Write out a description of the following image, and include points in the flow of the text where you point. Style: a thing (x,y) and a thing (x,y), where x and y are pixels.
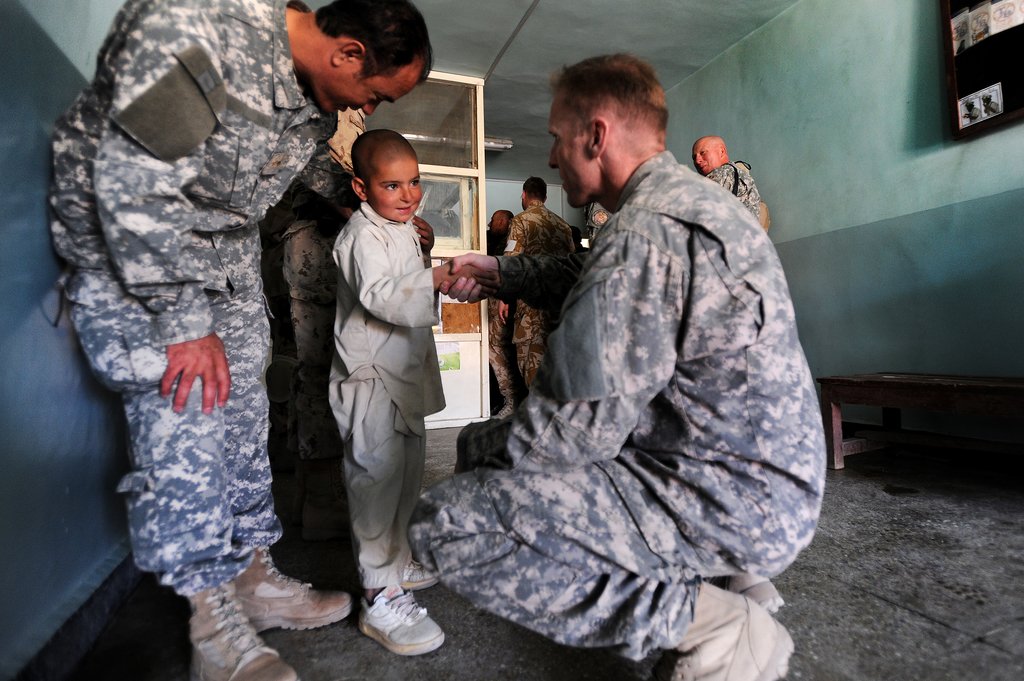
In this image we can see few persons (522,335) and among them a man (607,365) is in crouch position on the floor (930,570) and giving shake hand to a kid (413,309). In the background (751,186) we can see a bench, posters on a wooden board (463,311), few persons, light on the ceiling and posters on a board (953,79) on the wall (923,176).
